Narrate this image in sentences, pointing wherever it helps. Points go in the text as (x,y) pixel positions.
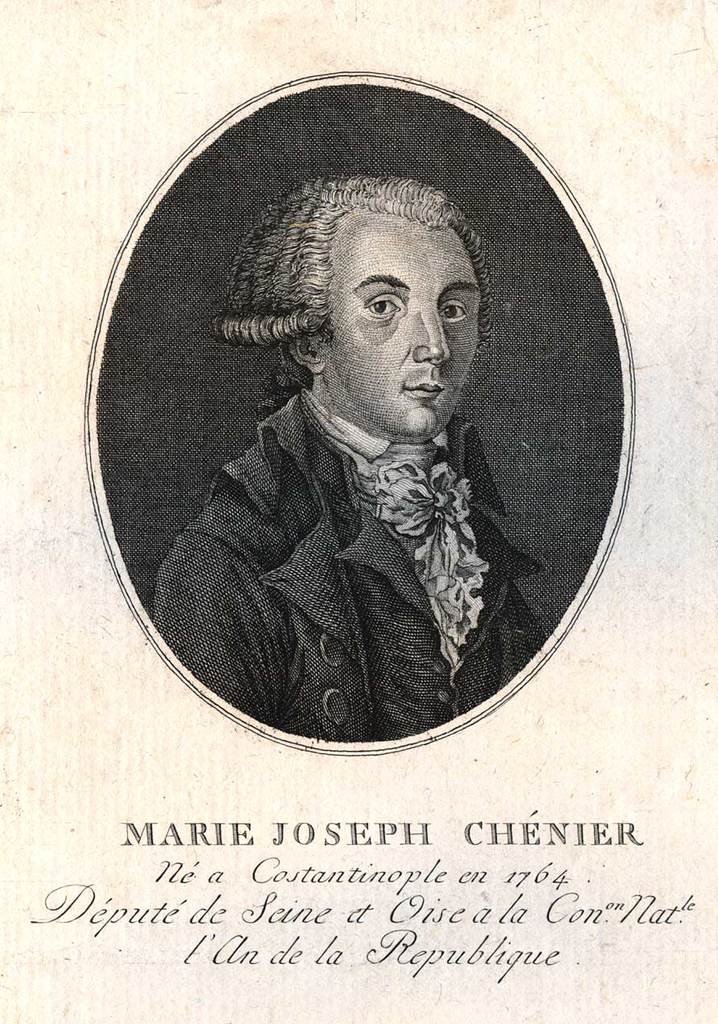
This looks like a paper (253,52). I can see the black and white picture (260,308) of a person (449,632) on the paper (441,312). These are the letters (321,878).
